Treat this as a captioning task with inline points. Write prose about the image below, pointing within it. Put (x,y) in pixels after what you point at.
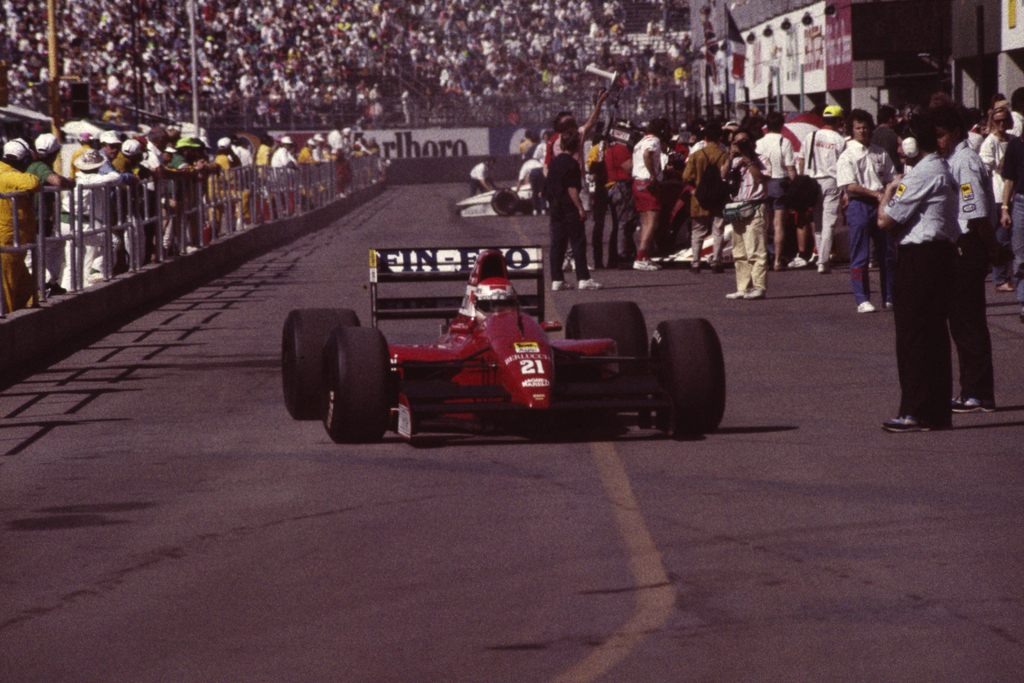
In this image I see few vehicles (413,276) and I see number of people (212,37) and I see the fencing (232,200) over here and I see the road (271,262) on which there is an yellow line (634,537).
